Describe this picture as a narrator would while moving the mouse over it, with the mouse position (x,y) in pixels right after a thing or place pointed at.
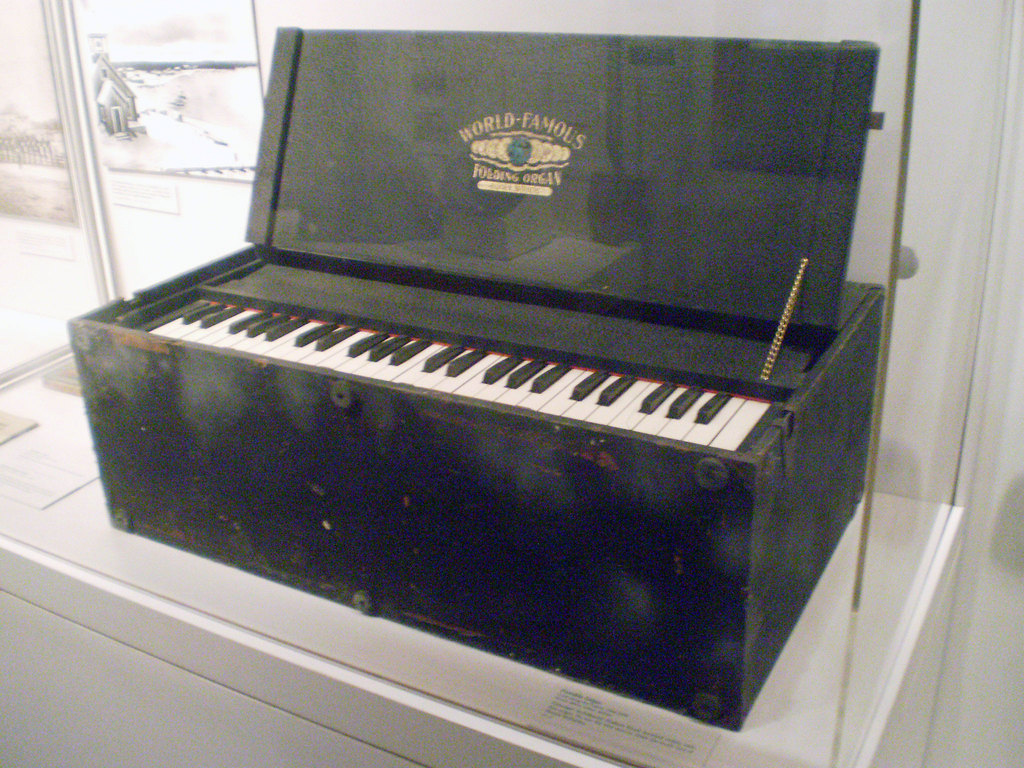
There is a table (147,572). There is a harmonium (426,569) on a table (211,599). Harmonium (653,590) made of wood (645,557). We can see in the background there is glass door (80,79).
